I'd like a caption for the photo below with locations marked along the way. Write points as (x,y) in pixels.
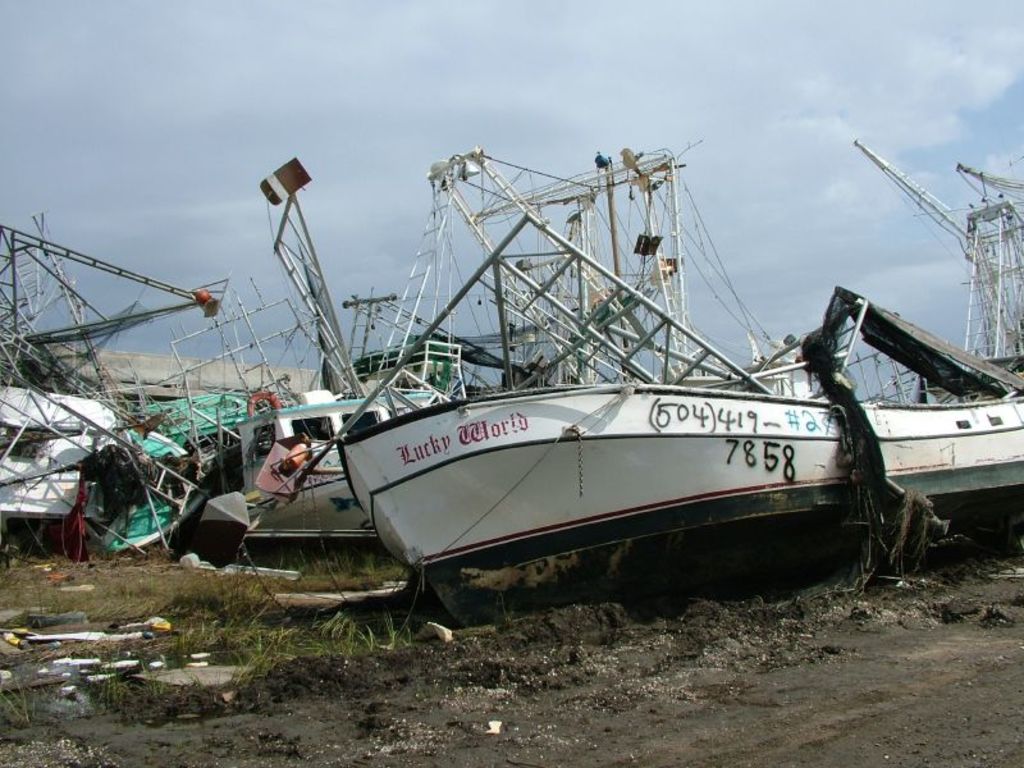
There are boats (267,408) on the ground (704,606) on which, there is grass (270,589). In the background (839,236), there are clouds (711,108) in the sky (845,128).
